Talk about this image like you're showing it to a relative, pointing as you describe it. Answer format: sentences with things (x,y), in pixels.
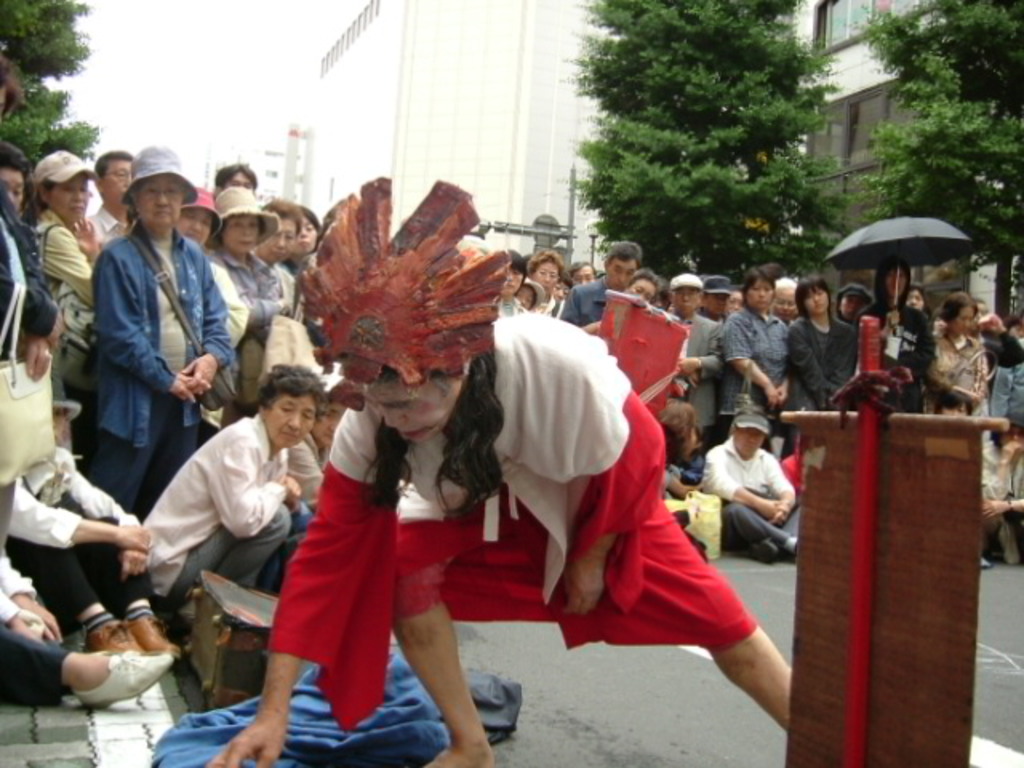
In front of the image there is a person (380,556) bent, behind him there are many other people (309,386) standing and sitting on the road (764,604) and there are some objects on the road (781,597), beside the person (697,578) there is a wooden object (812,471), in the background of the image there are trees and buildings (545,195).
